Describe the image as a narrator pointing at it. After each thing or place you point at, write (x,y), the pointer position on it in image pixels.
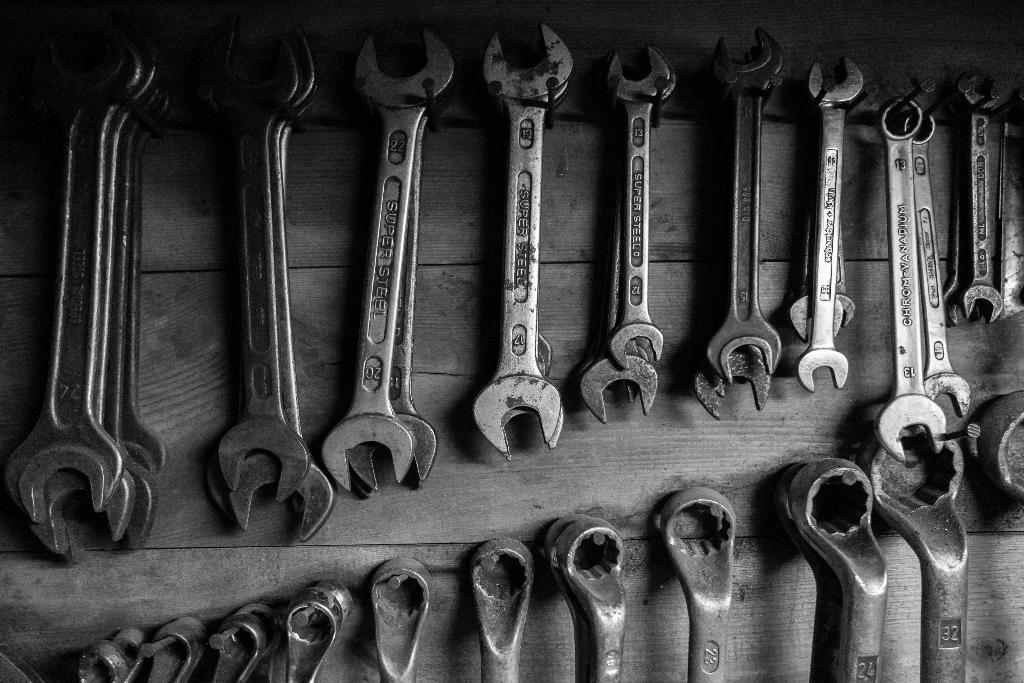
In this picture we can see different sizes of open end wrenches (259,322) and box end wrenches (601,593) here, at the bottom (693,460) there is a wooden surface (440,462).
